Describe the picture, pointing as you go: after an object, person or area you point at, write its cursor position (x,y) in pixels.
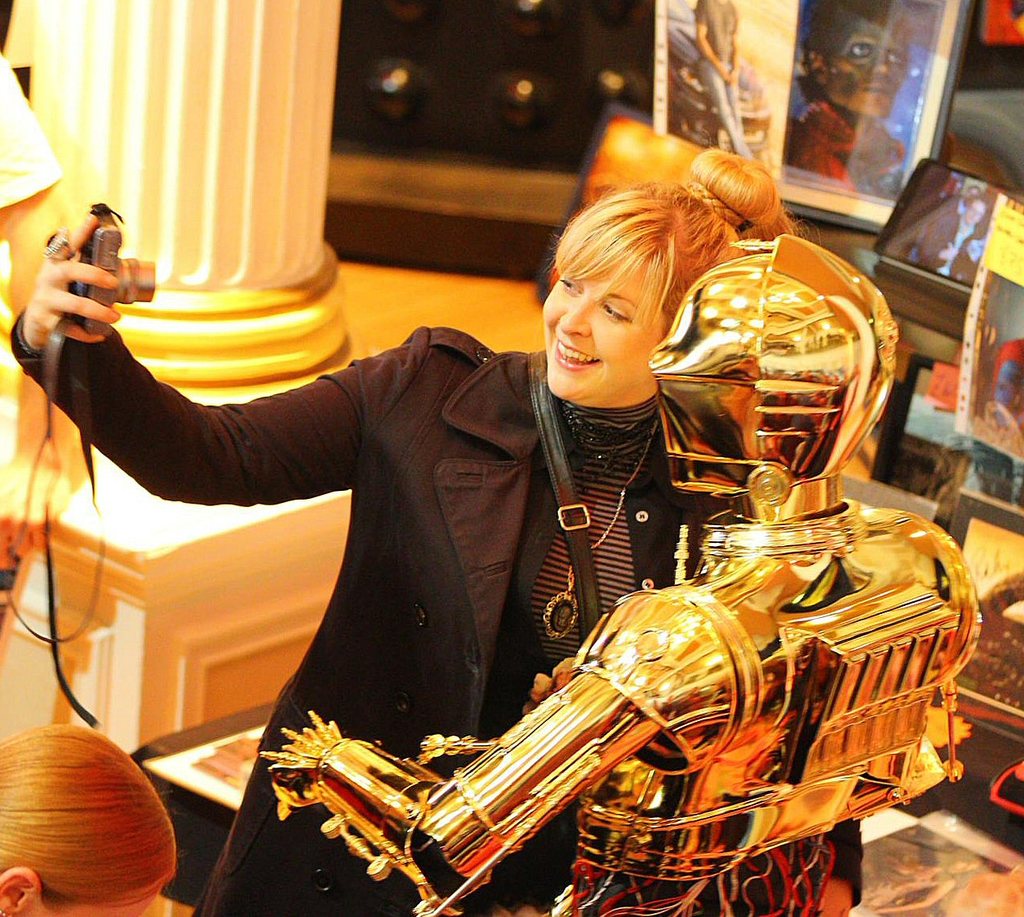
In this image there is a woman (451,333) holding a camera (126,276) visible beside the robot (751,478), on the left side (15,797) I can see a person's head (73,729), hand (11,246), pillar (74,213), in the middle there are some hoarding (842,130), on which there are persons images (852,105).
